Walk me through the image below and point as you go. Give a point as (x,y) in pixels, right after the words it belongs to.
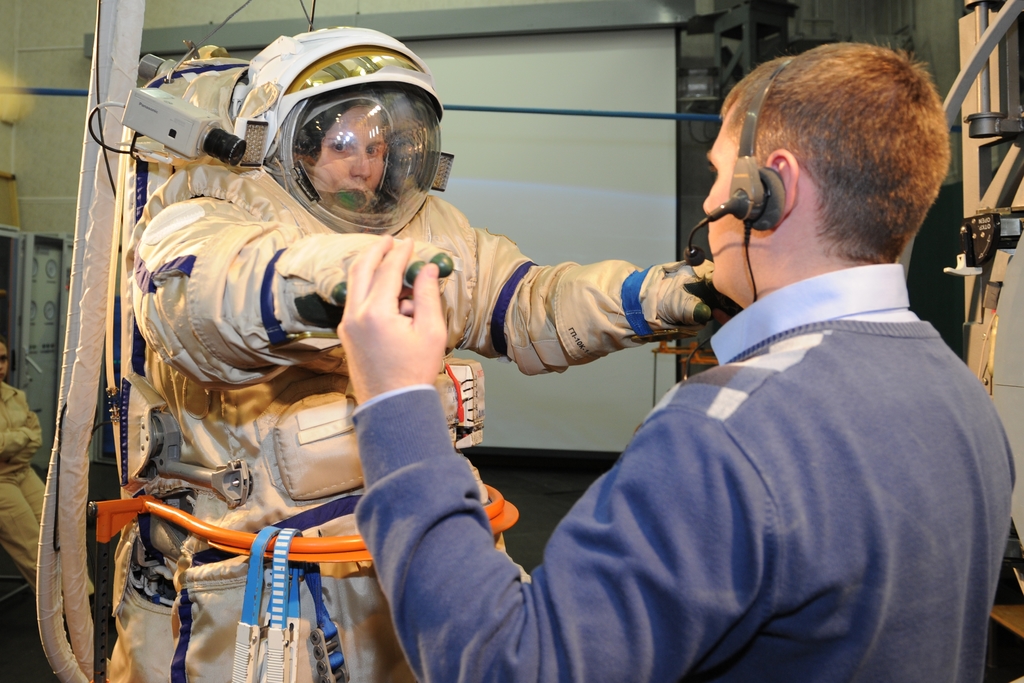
In this image we can see a man (857,506) standing and holding the hands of an astronaut (277,240). On the left (17,439) there is a person (17,439). In the background (38,141) there is a screen (572,158) and a wall (38,136). We can see some equipment (735,39).
